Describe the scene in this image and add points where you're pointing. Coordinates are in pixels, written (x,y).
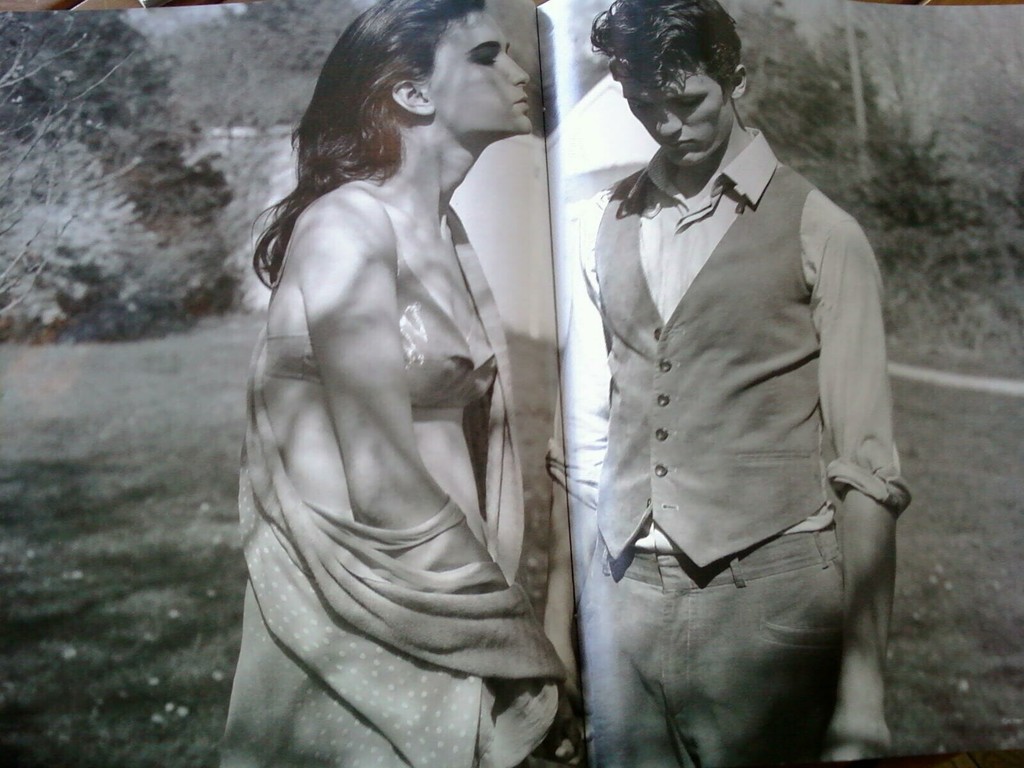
This image consist of a book (74,243). Here I can see a man (700,289) and a woman (422,594) are standing. In the background (165,243), I can see some trees (972,205). This is a black and white image.
